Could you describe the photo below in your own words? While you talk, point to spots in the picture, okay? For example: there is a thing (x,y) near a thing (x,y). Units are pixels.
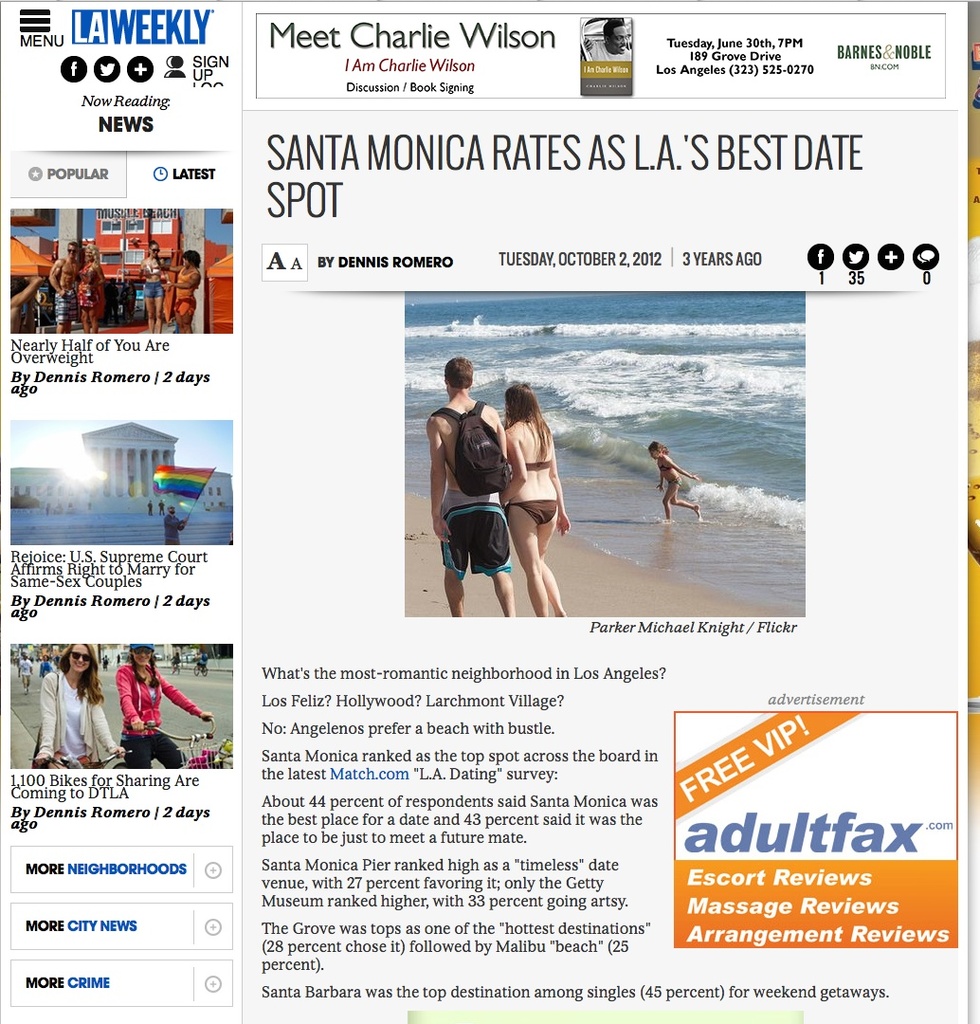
In this image there are texts (368,807) written on it and there is the image in which there is water (649,381) and there are persons (523,439) walking and on the left side (122,329) there are images of the person (92,284) standing and there are buildings (130,473) and there is a flag (180,492) in the front (183,521) and there are persons (92,711) sitting on a bicycle (192,756).
